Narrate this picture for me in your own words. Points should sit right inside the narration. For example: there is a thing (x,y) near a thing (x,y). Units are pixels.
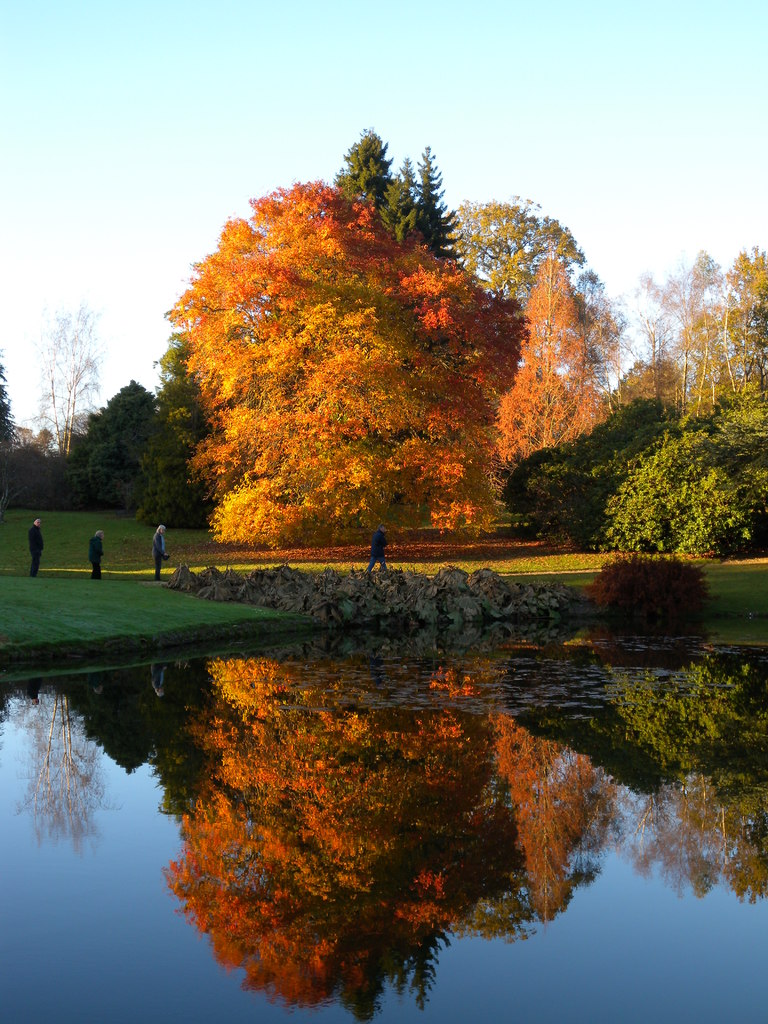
In this picture we can see people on the ground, here we can see water (244,789), trees (350,469) and we can see sky (30,250) in the background (249,122).
